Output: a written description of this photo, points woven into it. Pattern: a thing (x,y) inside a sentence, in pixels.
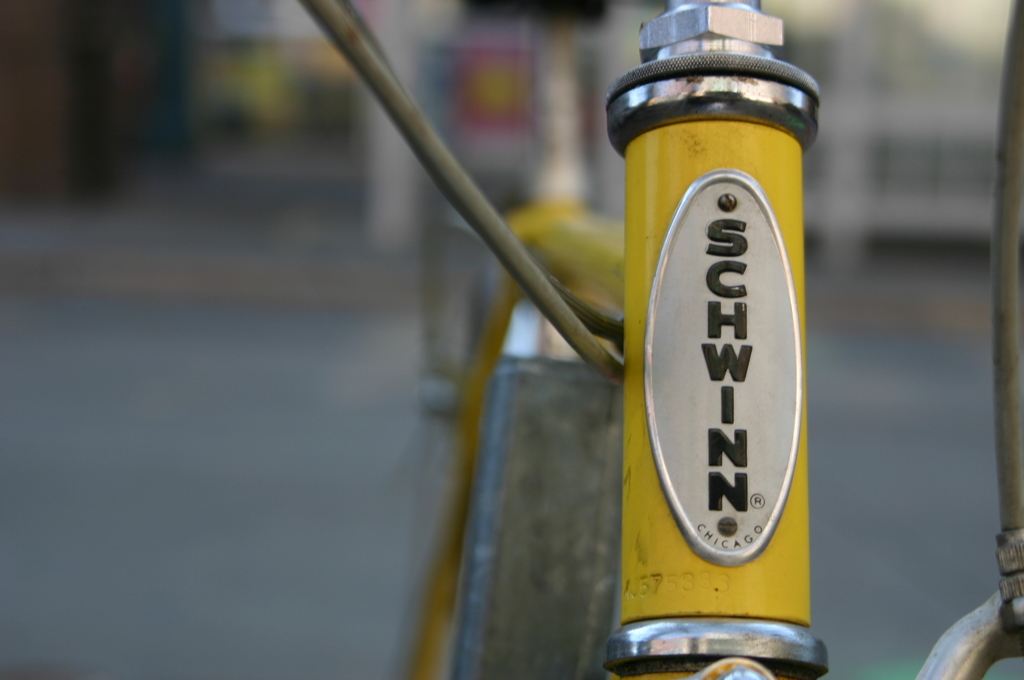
This image consists of an object (704,161) made up of metal (666,259). On which, there is a nameplate (684,290). It is in yellow color. The background (147,431) is blurred.
